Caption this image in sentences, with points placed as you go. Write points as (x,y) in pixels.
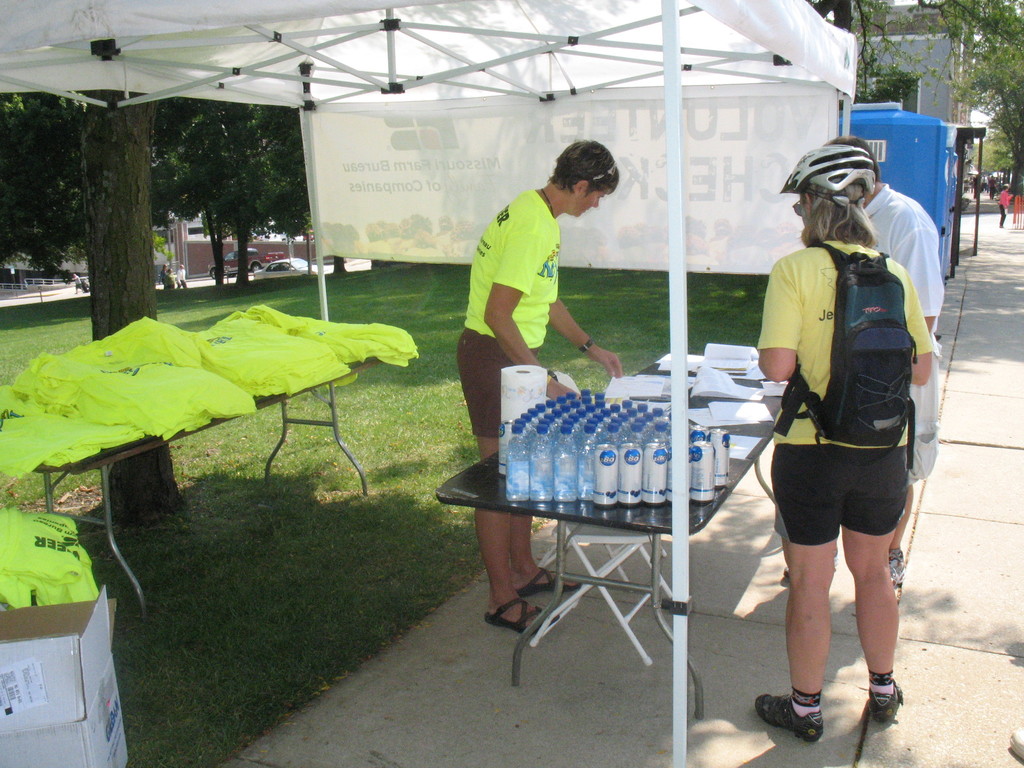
In this picture we can see three persons (791,315) and in front of them there is table (695,362) and on table (693,379) we can see papers (705,376), bottles (585,462) and on right side of table (726,427) two persons (822,279) are standing and on left side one person (553,263) and in background (399,333) we can see jackets (152,373) or T-Shirts (255,381) on table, grass (285,285), trees (287,149), tent (519,68), house (936,78).
